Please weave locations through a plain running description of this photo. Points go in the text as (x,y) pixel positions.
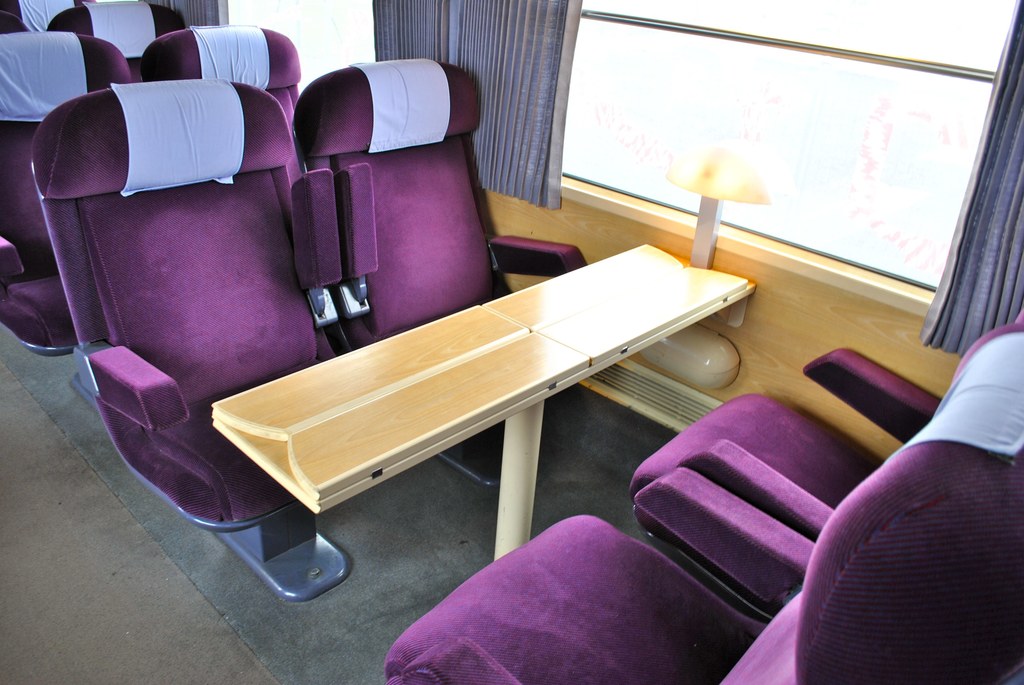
In this image there are seats (56,118), there are seats (727,644) truncated towards the bottom of the image (705,621), there are seats (7,93) truncated towards the left of the image (32,264), there is a table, there is window (727,88) truncated towards the top of the image (708,41), there are curtains (504,49) truncated towards the top of the image (515,93), there is a curtain (987,178) truncated towards the right of the image (1003,222), there is a light (724,179), there is a wooden wall (598,240).
